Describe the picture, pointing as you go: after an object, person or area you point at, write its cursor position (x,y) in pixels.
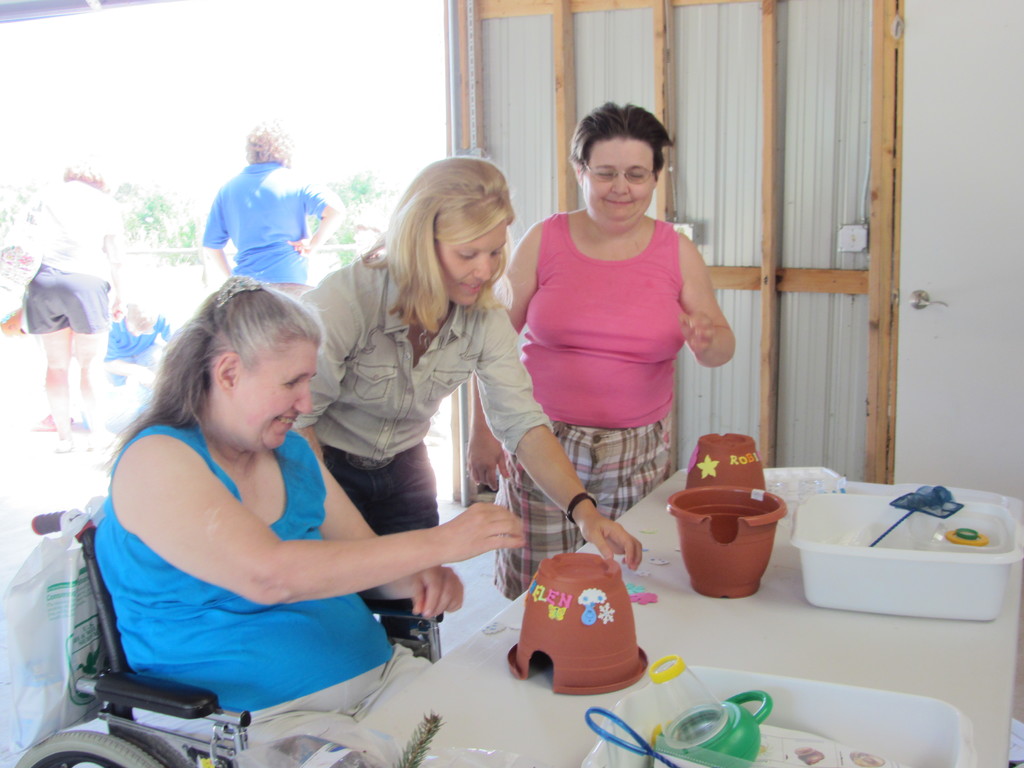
In this image there are group of persons (327,327), there is a person (209,506) sitting on the wheelchair (156,707), there is a table (736,644), there are flower pots (685,537) on the table (644,613), there is an object (875,561) on the table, there is a door (951,280), there is wall (846,171), there is a bag (56,611), there are trees (154,216), there is sky (205,52).
